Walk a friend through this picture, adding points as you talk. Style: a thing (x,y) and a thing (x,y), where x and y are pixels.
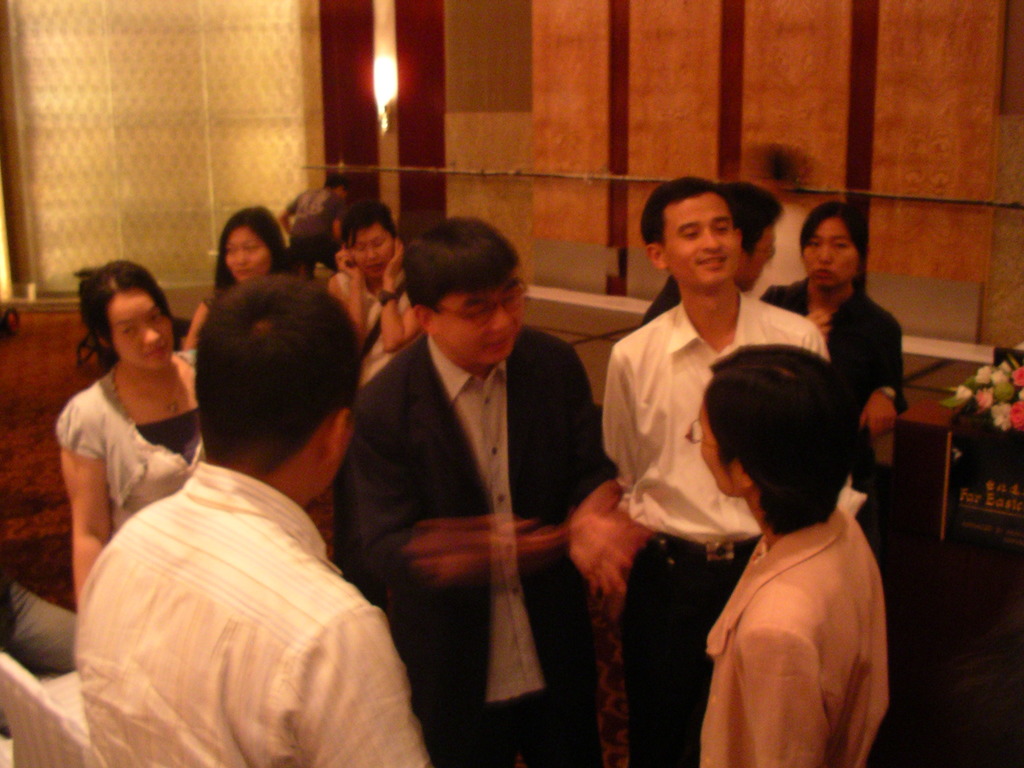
In this image I can see group of people (400,278) standing, in front (432,446) I can see a person (445,451) wearing black blazer (456,451), white shirt (485,430). Background (567,223) I can see a wooden wall (622,116), left I can see a glass wall (92,77).
